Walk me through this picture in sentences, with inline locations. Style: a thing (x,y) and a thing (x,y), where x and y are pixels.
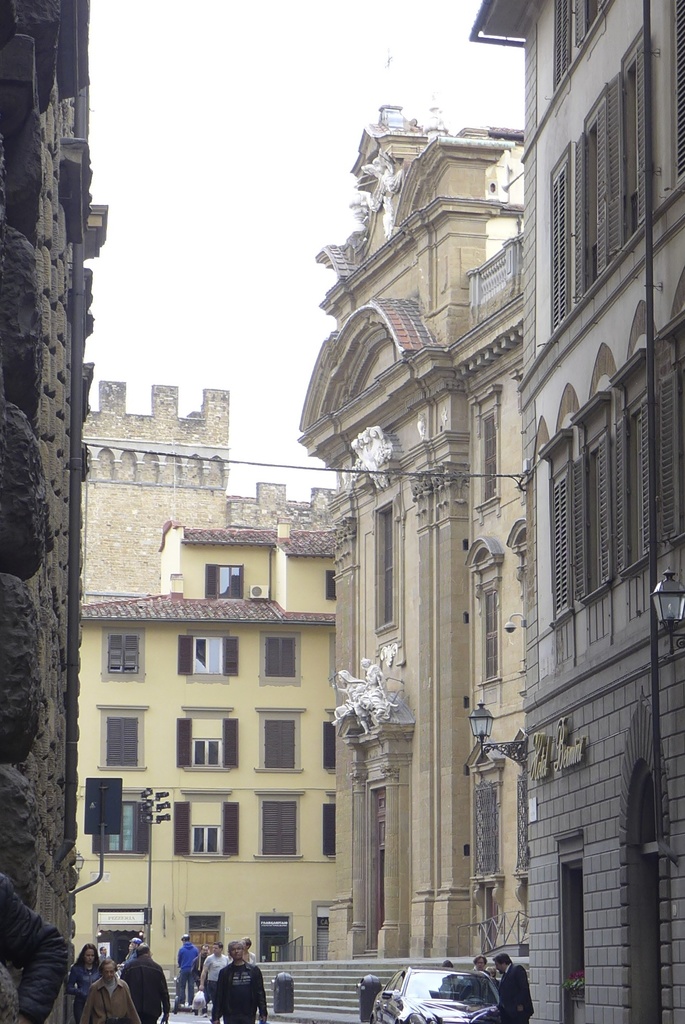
In this picture we can see a group of people (223,988), car (390,995), steps (347,971), poles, buildings (220,864) with windows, some objects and in the background (213,299) we can see the sky (226,165).
